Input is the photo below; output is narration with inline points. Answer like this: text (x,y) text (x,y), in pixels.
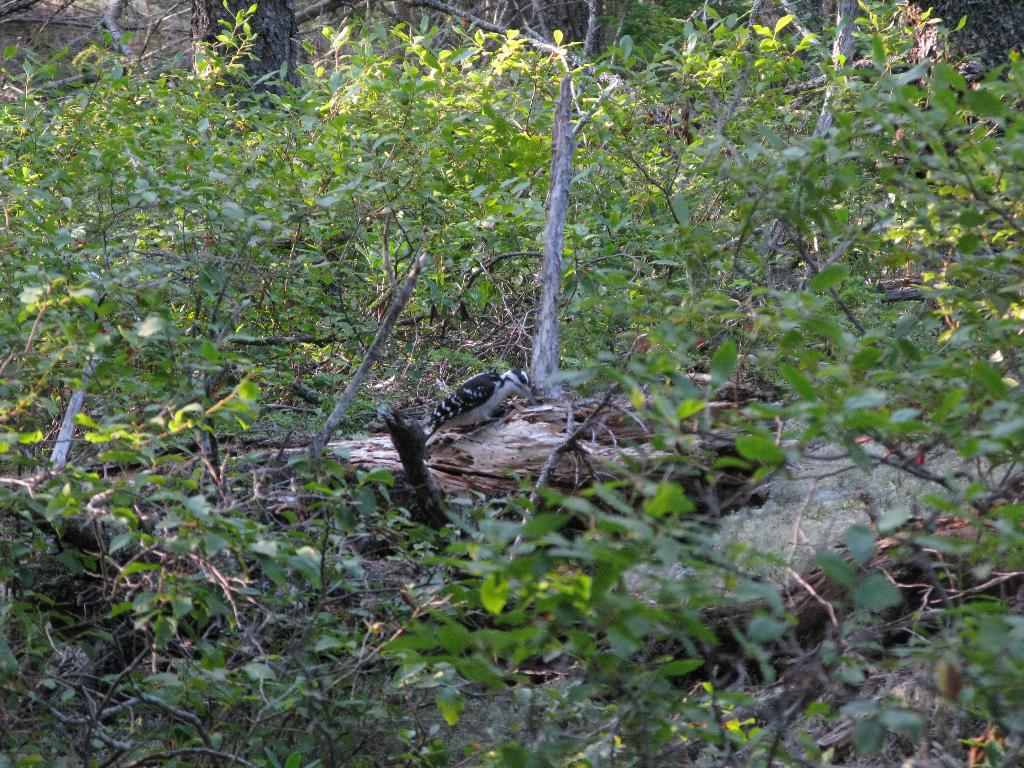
There is a bird (495,399) on the broken tree pole (502,422) and there are plants (481,303) beside it.
